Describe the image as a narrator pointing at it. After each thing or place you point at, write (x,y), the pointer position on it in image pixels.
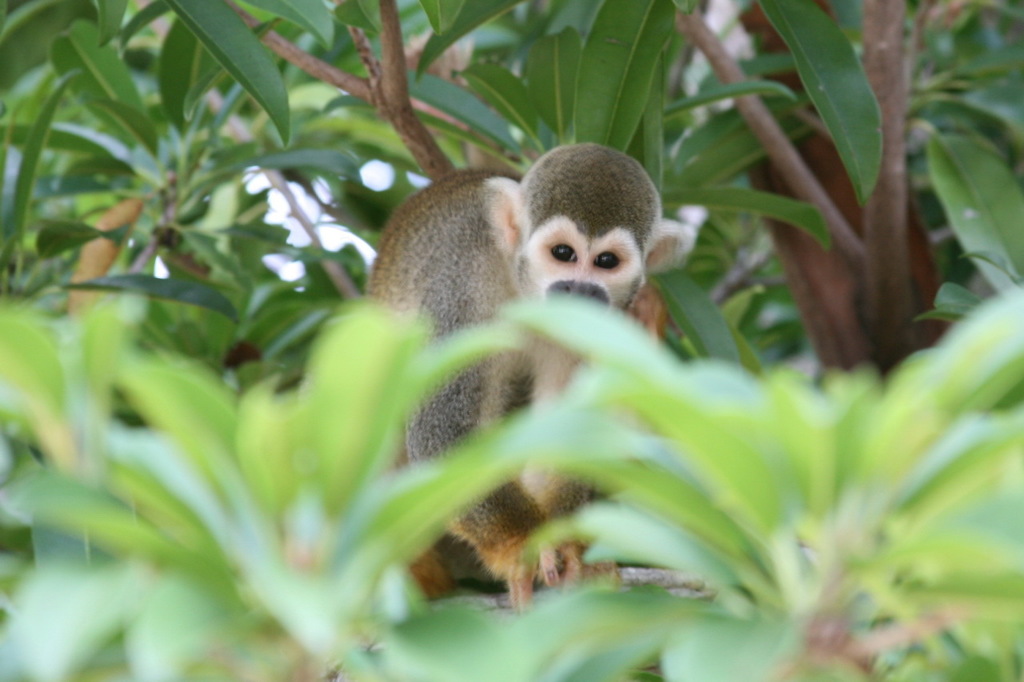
In the center of the image (405,261) we can see monkey (477,373) on the tree (106,666).
